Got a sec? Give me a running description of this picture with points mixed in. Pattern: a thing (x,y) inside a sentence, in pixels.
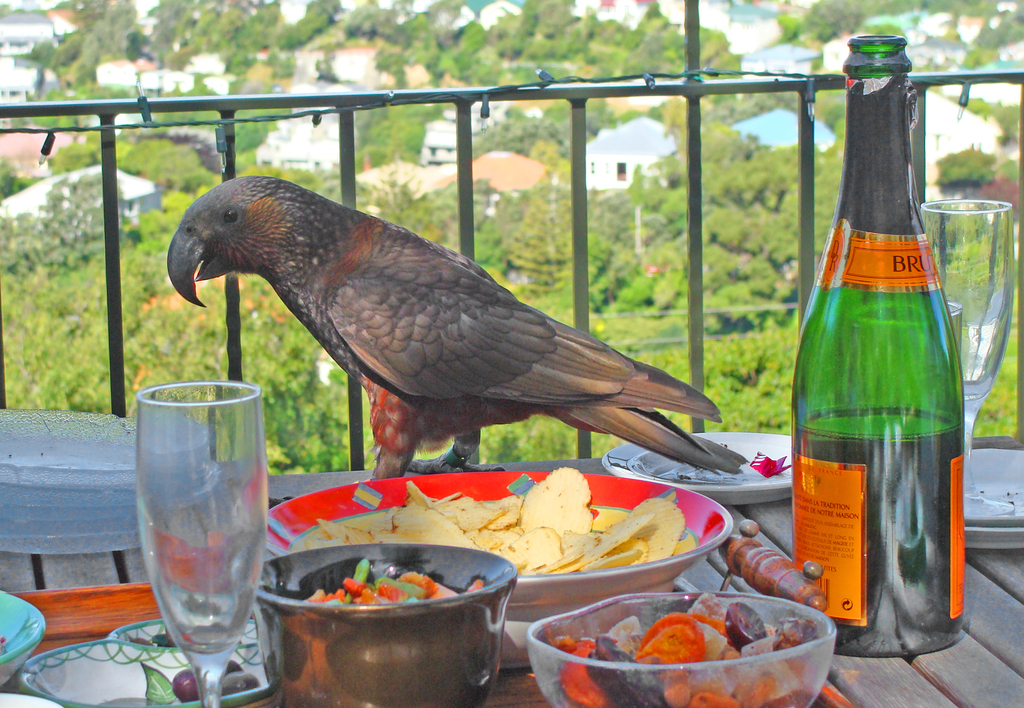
In this image I see a bird (390,405) which is on a table (1007,580), on which there are bowl (276,513) full of foods (790,633), plates (1009,492), glasses (992,297) and a bottle (896,104). In the background (727,217) I see the fence (117,108), small light bulbs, trees (755,162) and houses (19,27).
